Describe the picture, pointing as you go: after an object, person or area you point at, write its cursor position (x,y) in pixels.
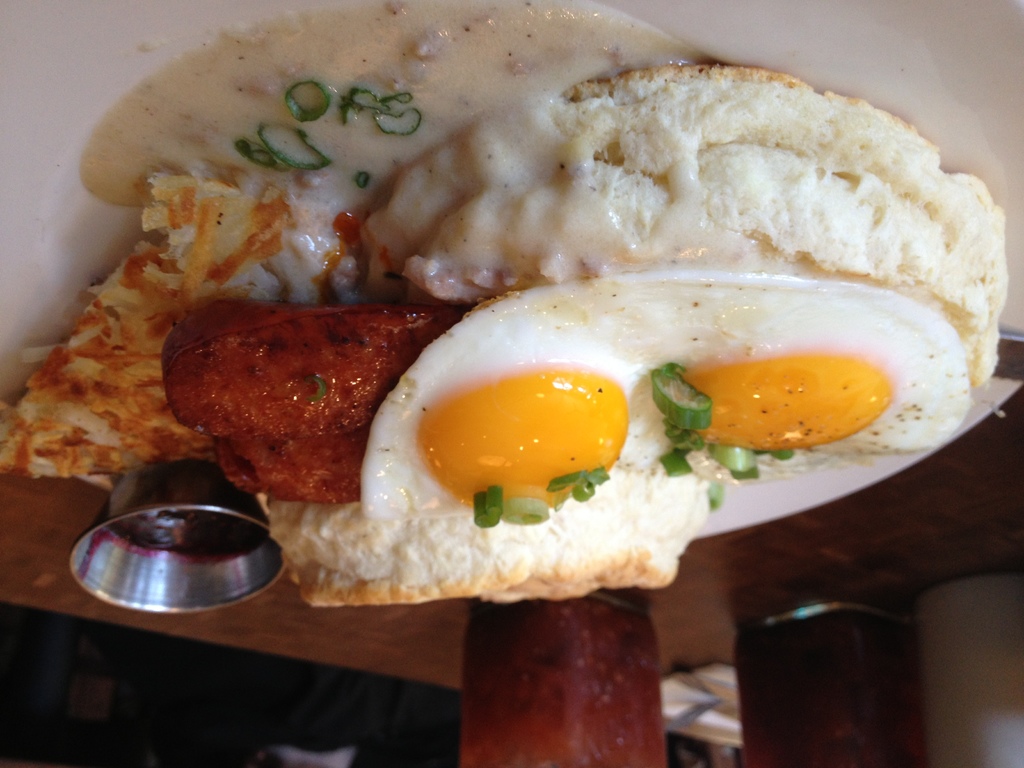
In this picture we can see a plate (908,53) present on the table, we can see some food (766,319) in the plate (923,62).
